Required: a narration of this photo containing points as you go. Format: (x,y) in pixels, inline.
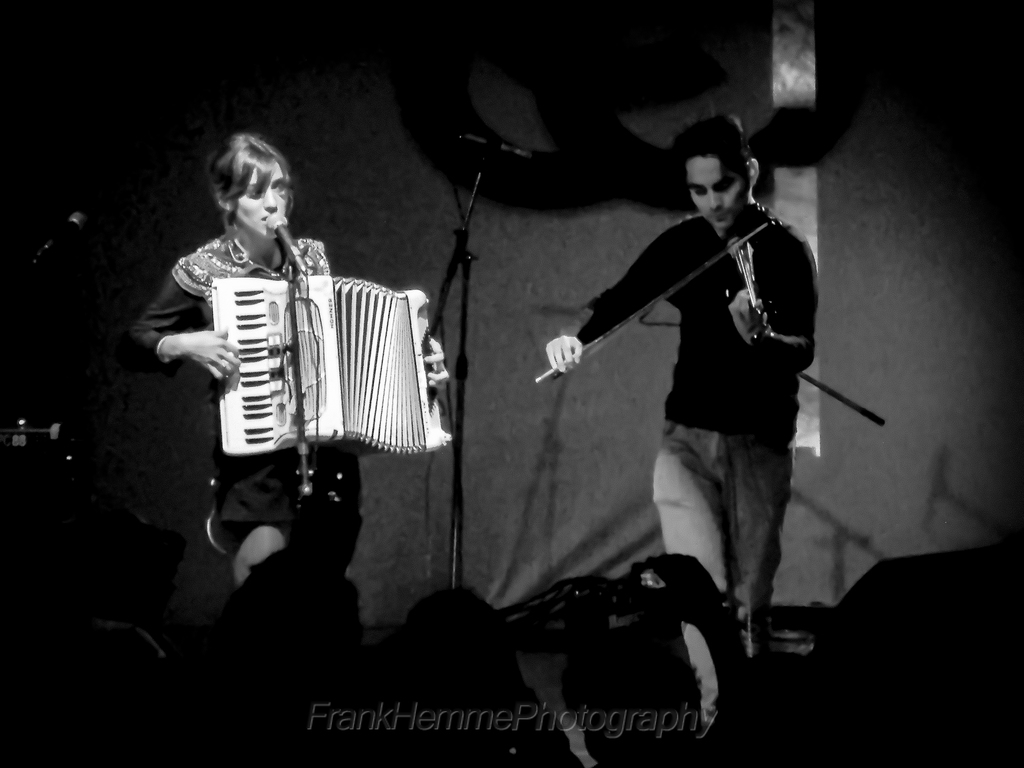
There is a woman (239,486) playing accordion (261,365) and singing in front of a mic (293,244) and there is another person (812,274) beside her playing violin (743,272) and there are few audience (425,632) in front of them.
